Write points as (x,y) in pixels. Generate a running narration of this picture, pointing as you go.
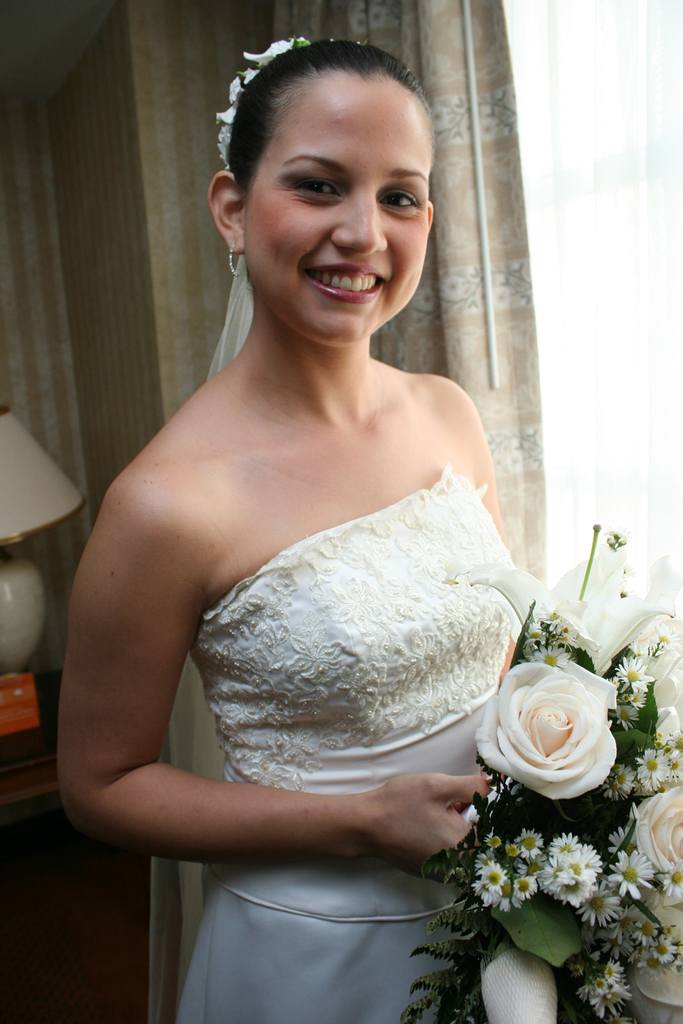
In the center of the image (348,495) we can see a bride (339,373) standing and smiling. She is holding a bouquet (577,788) in her hand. In the background (474,320) there is a curtain (459,329) and a wall (130,357). On the left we can see a lamp (28,635) placed on the table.
